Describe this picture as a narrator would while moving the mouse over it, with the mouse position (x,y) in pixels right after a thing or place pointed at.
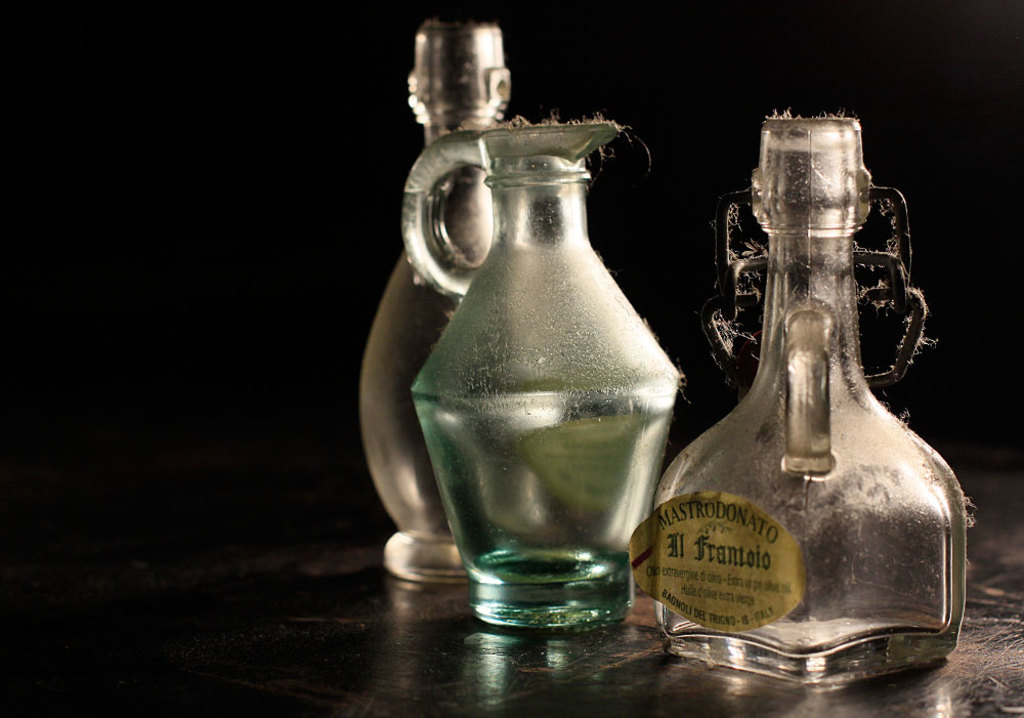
in this image i can see three glass bottles (637,498). the right most bottle (877,528) has a handle (802,405) and a note (740,596) on it, which has written frantoio. in the center (547,425) there is a green colored bottle (447,285) with a handle (420,239). behind them there is another glass bottle (387,351).
